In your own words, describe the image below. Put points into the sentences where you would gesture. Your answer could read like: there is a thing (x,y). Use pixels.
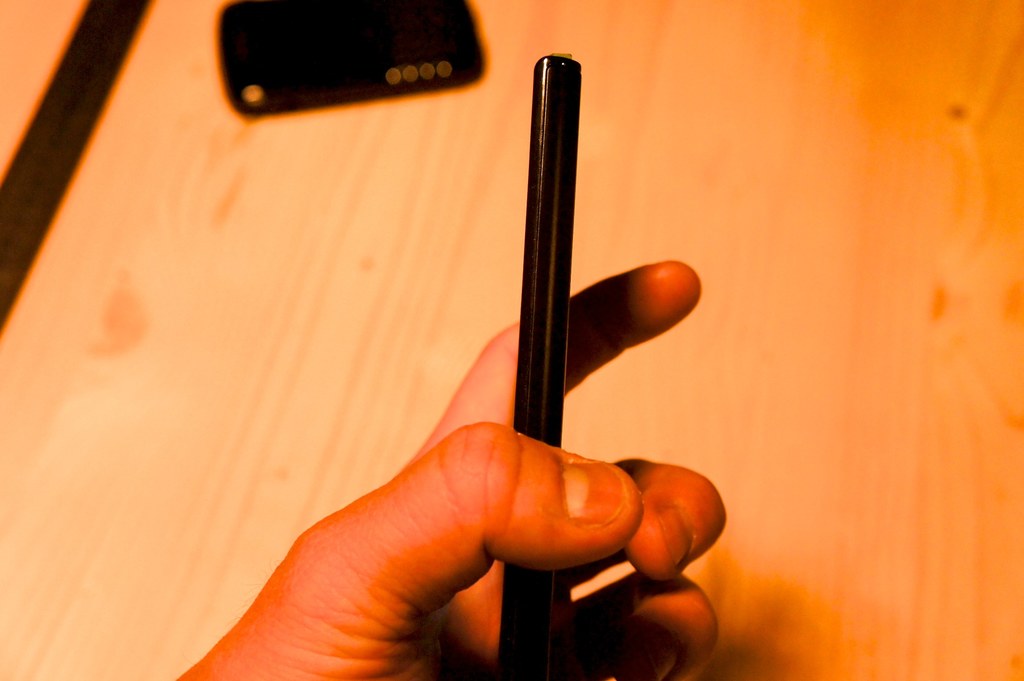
In the foreground of this image (544,511), it seems like a mobile (550,265) holding by the hand (458,497) of a person (434,509). In the background (307,260), there is a wooden surface (287,264) on which there is a pouch (392,15) like an object (352,15) at the top (348,25).
